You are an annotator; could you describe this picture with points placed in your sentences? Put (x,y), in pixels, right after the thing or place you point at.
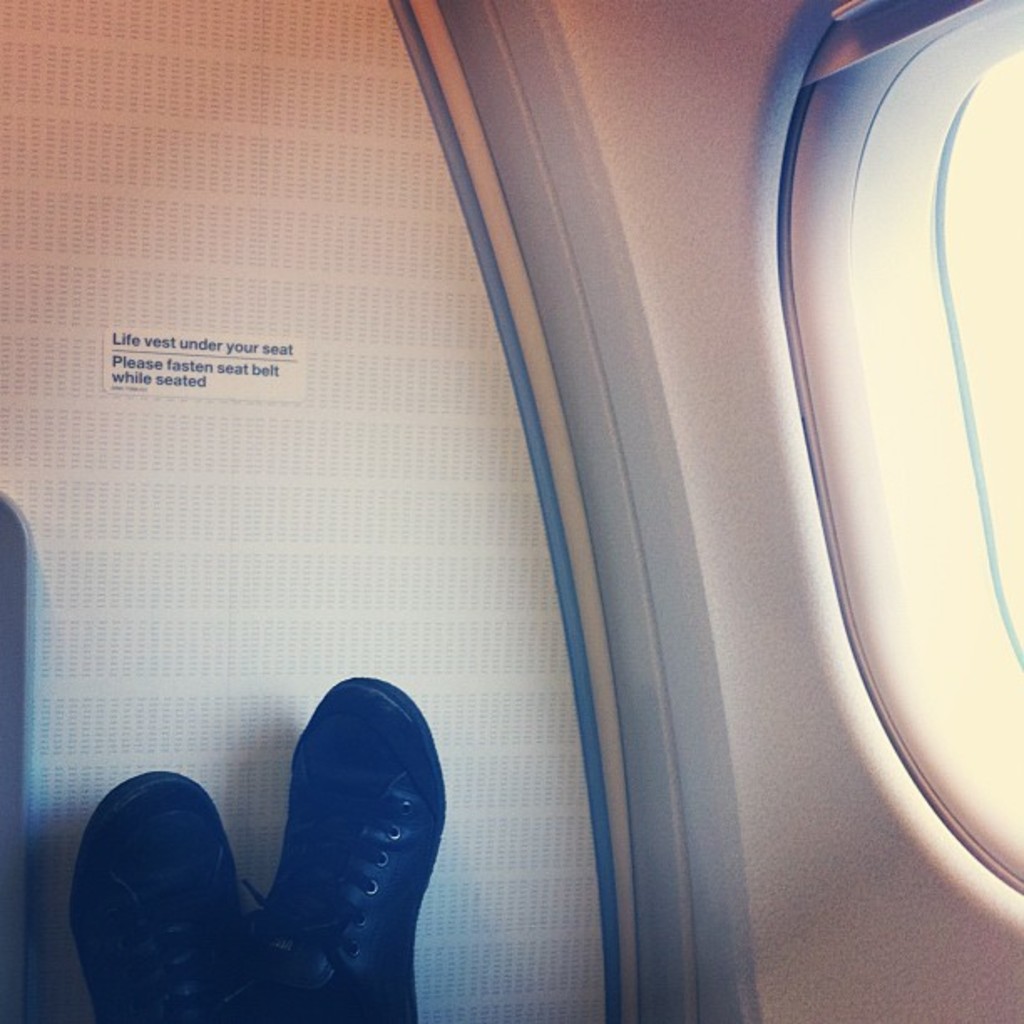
In this image, I can see a pair of shoes (220,892), which are black in color. I think this picture was taken inside the vehicle (505,410). This looks like a vehicle (924,351). I can see a small paper (197,365), which is attached to the board (85,368).
